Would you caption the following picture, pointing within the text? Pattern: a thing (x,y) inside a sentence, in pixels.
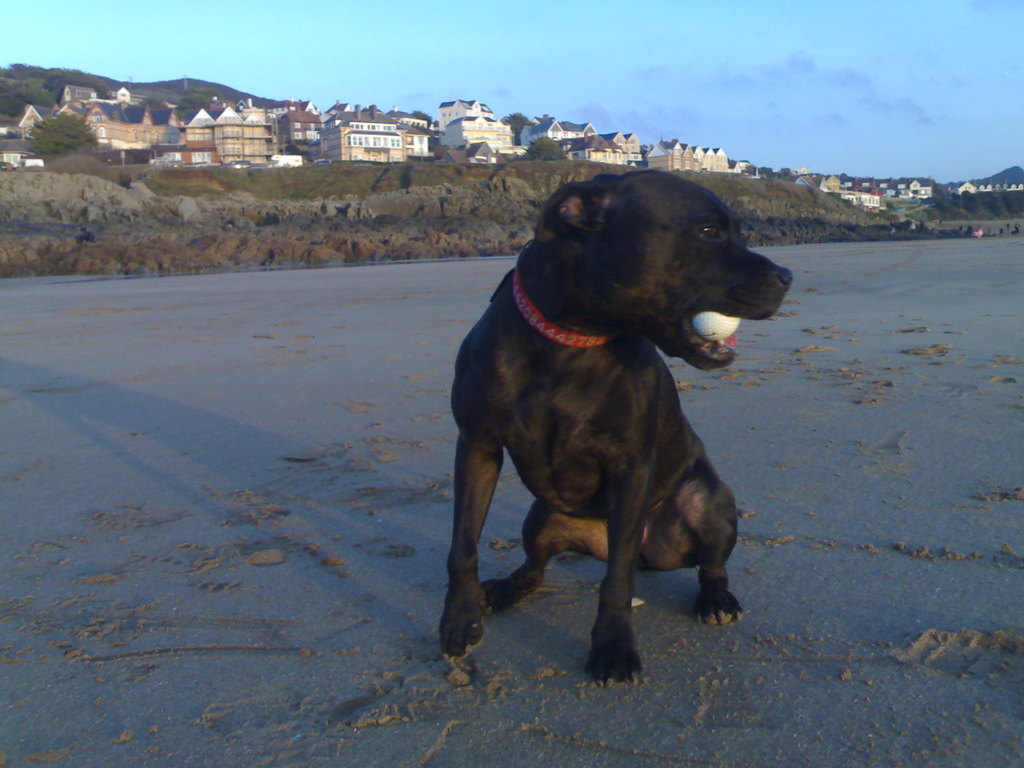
In this image I can see a black colour dog (709,568) in the front (726,597). In dog's mouth (680,321) I can see a white colour ball (716,322). In the background (44,73) I can see number of buildings (464,108), few trees (48,92), clouds (792,57) and the sky (479,22).
